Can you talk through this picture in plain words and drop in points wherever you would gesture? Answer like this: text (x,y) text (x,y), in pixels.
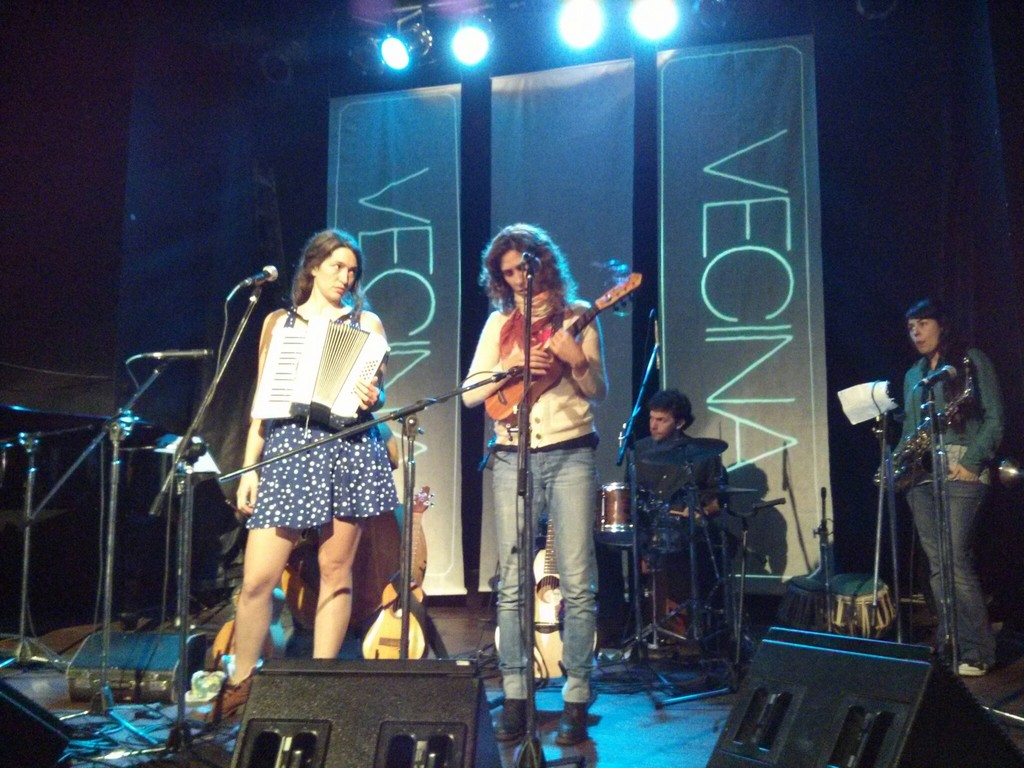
On the platform (987,672) we can see persons (965,510) standing in front of a mike (458,397) and playing musical instruments (898,482). Here we can see man (698,486) sitting and playing drums (674,522). At the top (467,42) we can see lights (480,54). These are flexis (568,218).
